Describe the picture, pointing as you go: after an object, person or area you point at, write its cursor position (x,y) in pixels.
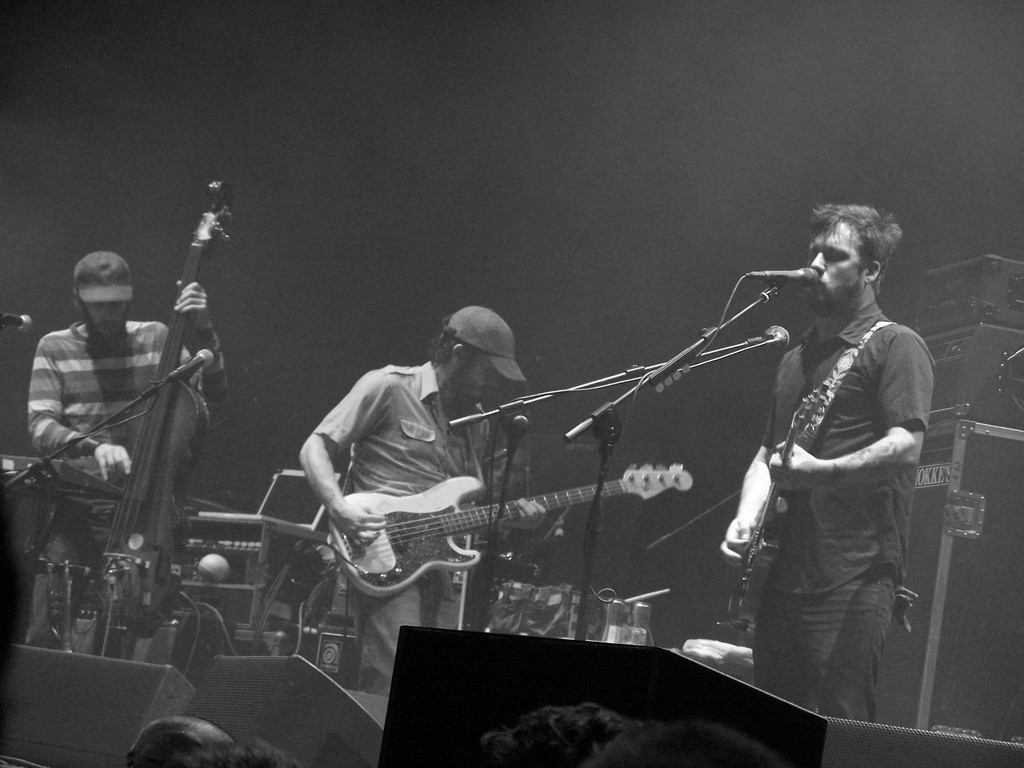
There are group of man (835,518) standing in front of microphone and playing musical instruments (772,518).
